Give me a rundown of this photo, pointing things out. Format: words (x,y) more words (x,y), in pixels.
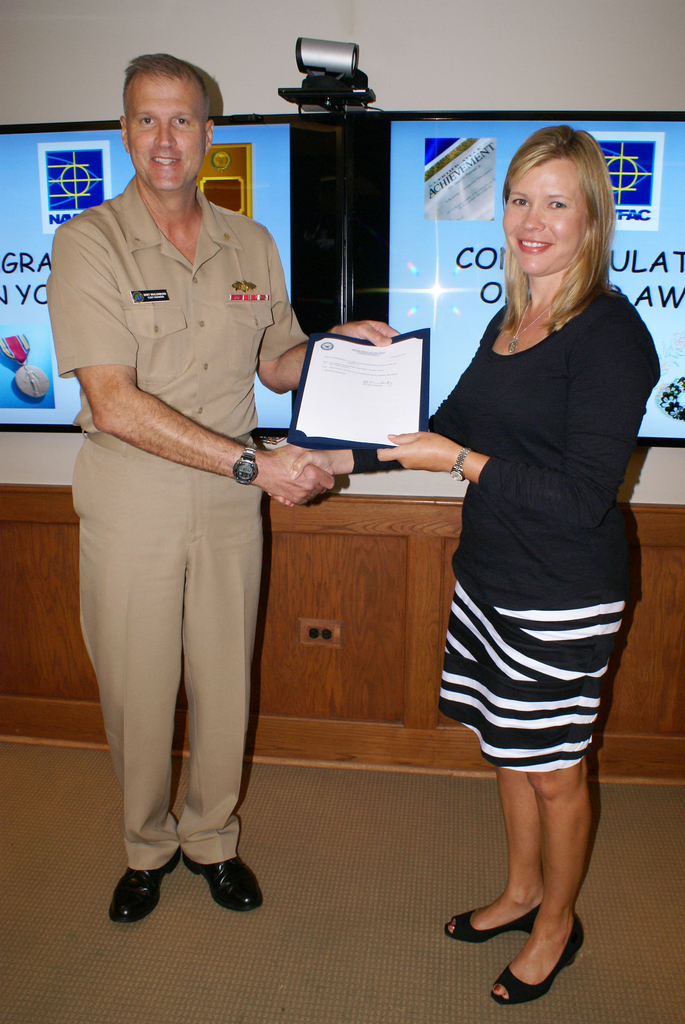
In this picture we can see a man (195,523) and a woman (487,479) is holding a certificate (355,417). Behind the people (247,305), there are boards (337,185), an object (330,91) and the wall (425,55).
